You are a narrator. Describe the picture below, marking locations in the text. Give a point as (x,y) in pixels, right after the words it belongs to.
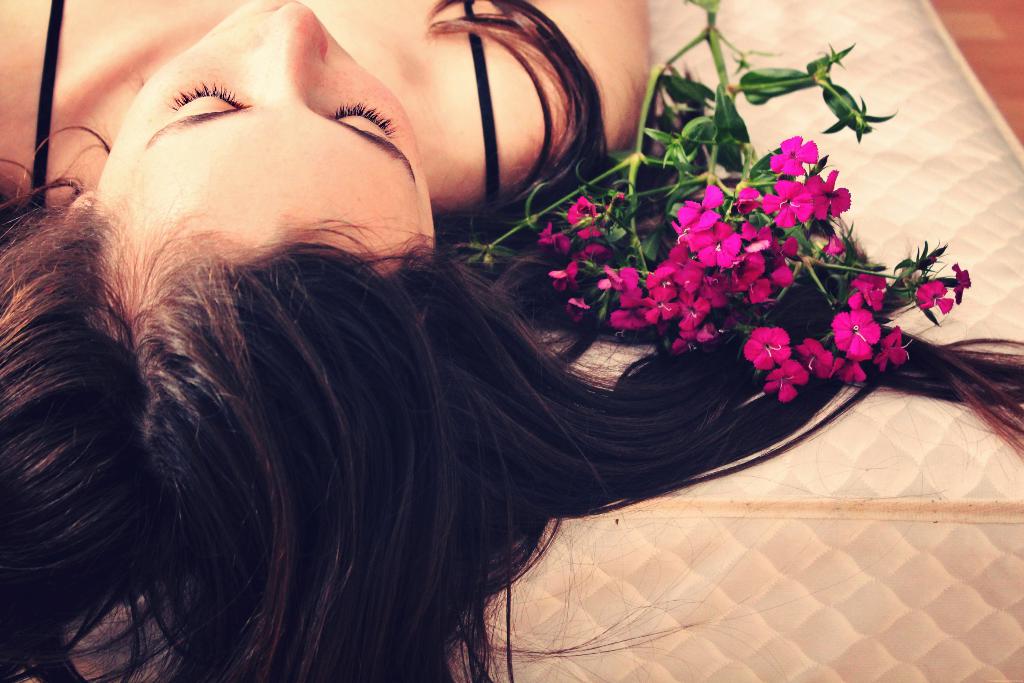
In this image I can see a woman (229,137) is laying on a bed (691,560). Beside her there is a stem (715,137) along with the flowers (693,204) and leaves (783,80).
